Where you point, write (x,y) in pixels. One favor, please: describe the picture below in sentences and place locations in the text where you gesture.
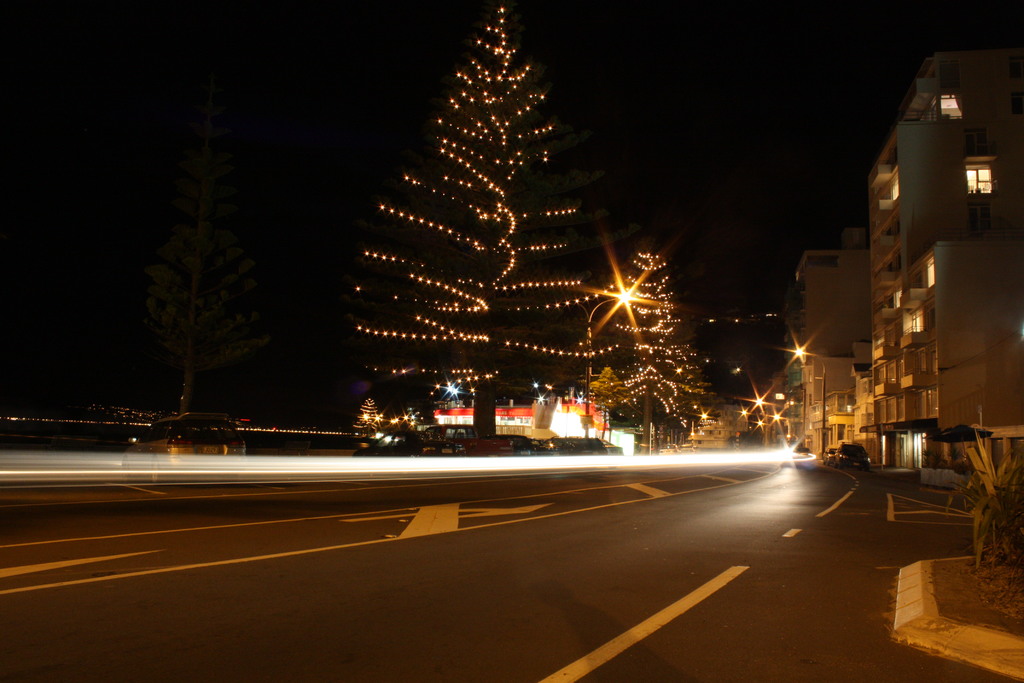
In the picture I can see trees (638,361) decorated with string lights (630,386). In the background (814,449) I can see buildings (796,420), street lights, vehicles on the road (735,522) and the sky (788,216). In the background (304,396) I can see the sky (266,379). The background of the image (159,216) is dark.
